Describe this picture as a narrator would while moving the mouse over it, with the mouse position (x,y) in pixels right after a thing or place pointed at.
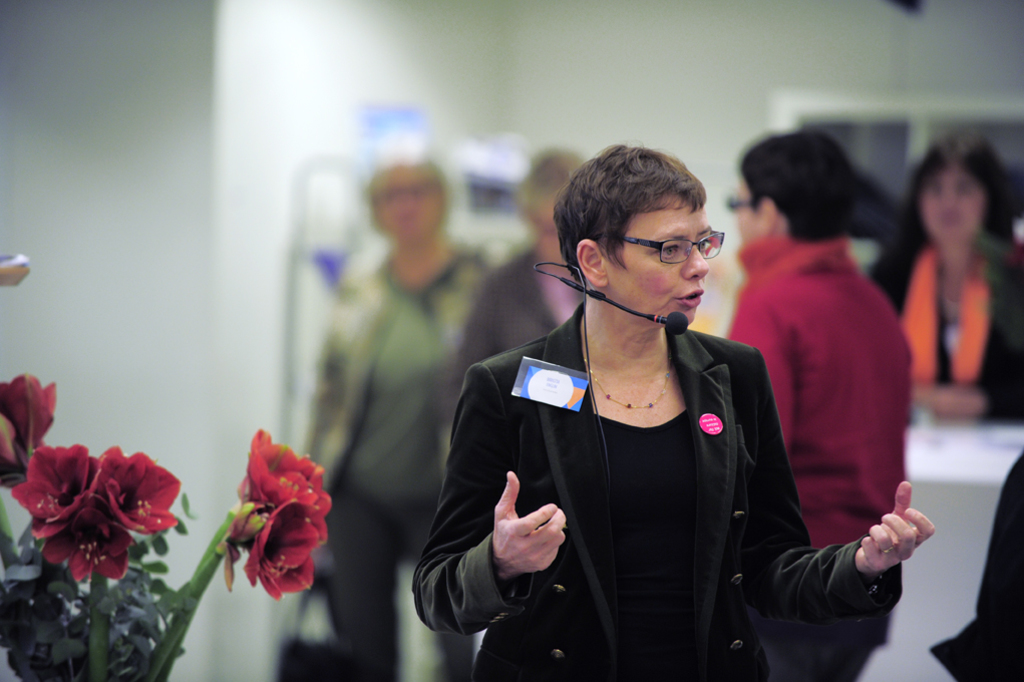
In this picture I can see a woman (638,469) in the middle (662,430), she is speaking in the microphone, on the left side (296,537) there are flowers (284,525), in the background (961,143) there are few persons (399,217).
